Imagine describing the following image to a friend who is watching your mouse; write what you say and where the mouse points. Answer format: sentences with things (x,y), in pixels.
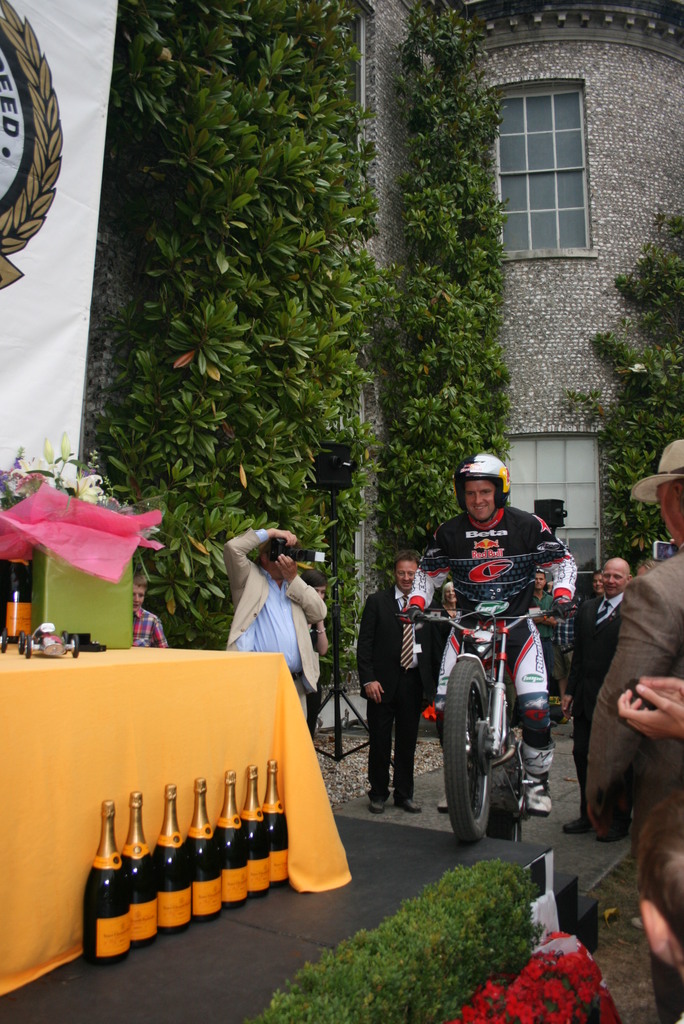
Here we can see that a person (440,563) is sitting on the motor cycle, and here there are group of people (291,576) standing, and here are wine bottles (90,957) on the stage (170,947), and at back here is the table (107,697), and here is the tree (300,204), and here is the building (632,191).
